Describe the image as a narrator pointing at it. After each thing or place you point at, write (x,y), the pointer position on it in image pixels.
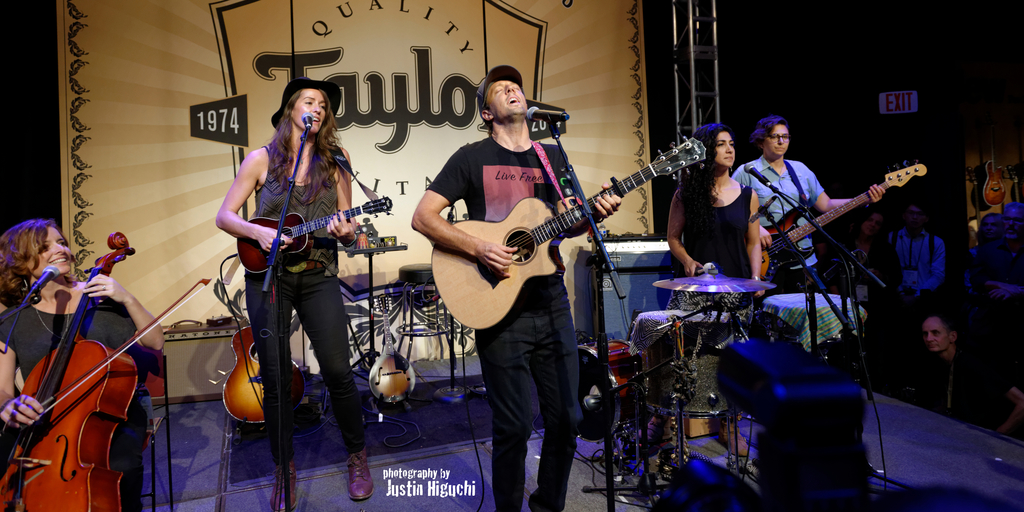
In this picture there are people (32,421) playing musical instruments (36,384) and we can see microphones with stands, behind these people (368,467) we can see musical instruments (240,356), devices (213,332) and banner (392,256). At the bottom of the image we can see text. In the background of the image (763,103) it is dark and we can see people (879,293) and board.
